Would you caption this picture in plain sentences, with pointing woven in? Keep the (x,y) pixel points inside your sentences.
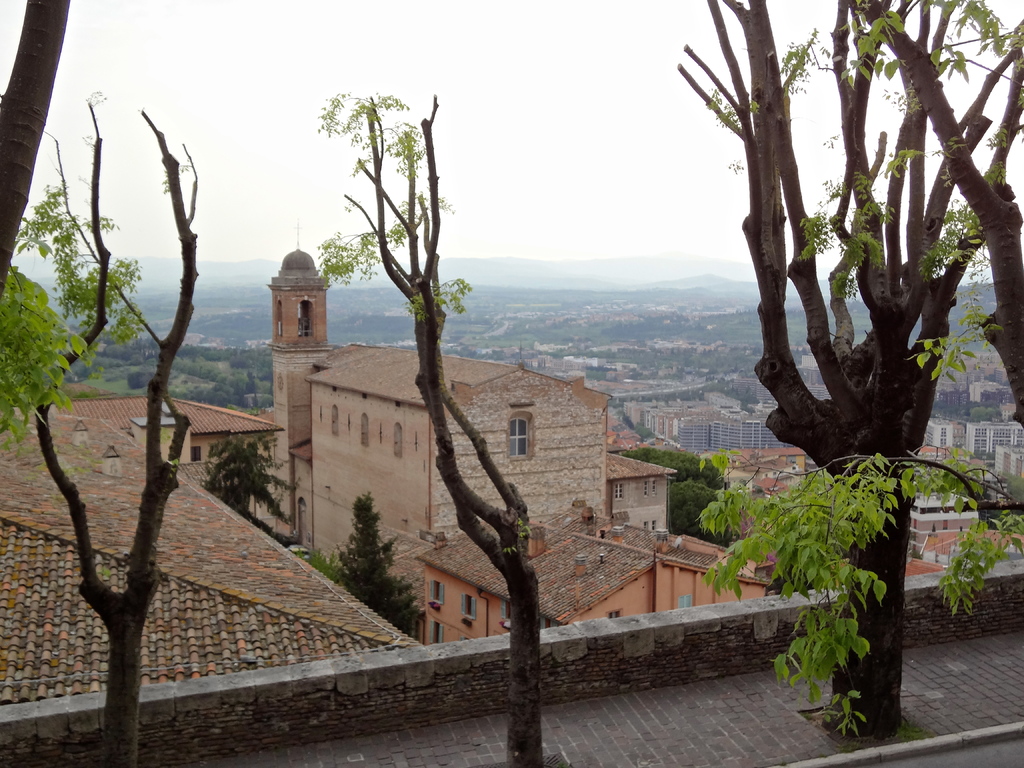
In this picture we can see trees (775,429), windows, buildings (633,470), mountains (472,284) and in the background (307,128) we can see the sky (624,99).
